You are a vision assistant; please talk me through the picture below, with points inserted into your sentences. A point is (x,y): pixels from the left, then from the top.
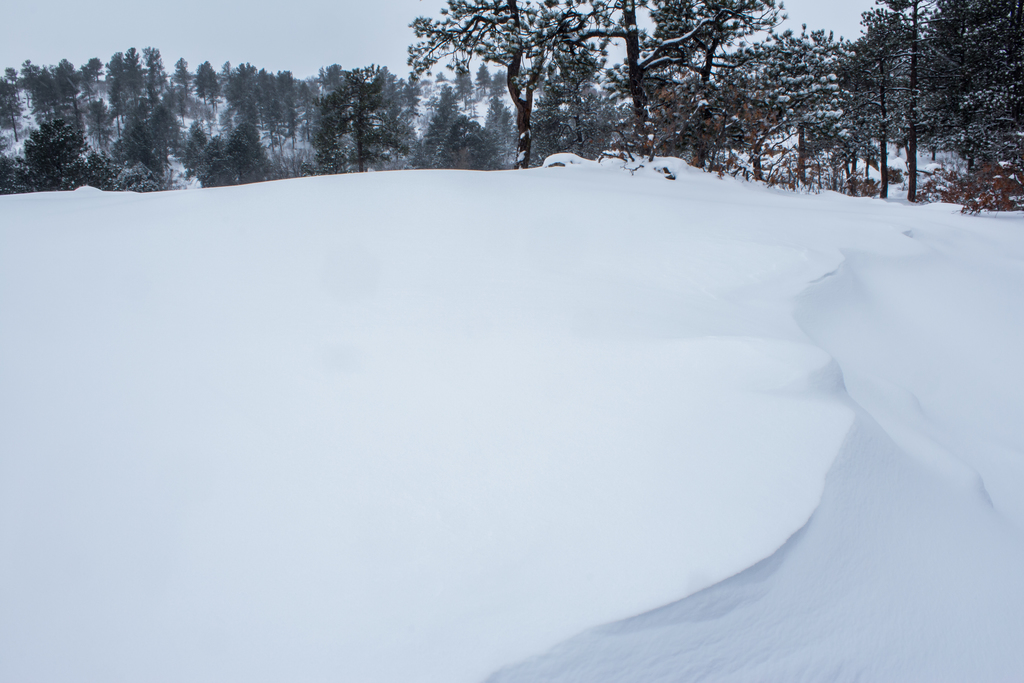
There is a snow surface (447,317) in the foreground area of the image (567,319), there are trees (439,99), it seems like mountains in the background (744,121).
